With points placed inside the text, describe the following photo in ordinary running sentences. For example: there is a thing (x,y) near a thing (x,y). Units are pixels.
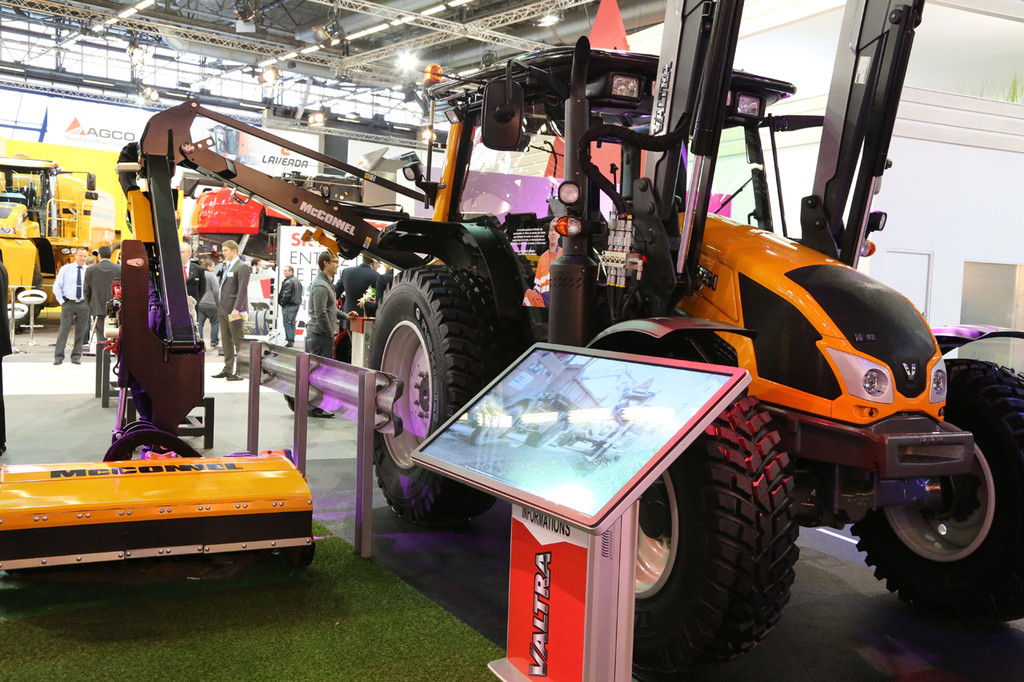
In this picture there are vehicles (819,449) and there are group of people (64,345) standing. In the foreground (629,377) there is a board (590,476) on the pole (630,606). At the back (100,166) there are hoardings (600,25). At the top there are lights (333,39). At the bottom (308,641) there is a mat (361,636).
